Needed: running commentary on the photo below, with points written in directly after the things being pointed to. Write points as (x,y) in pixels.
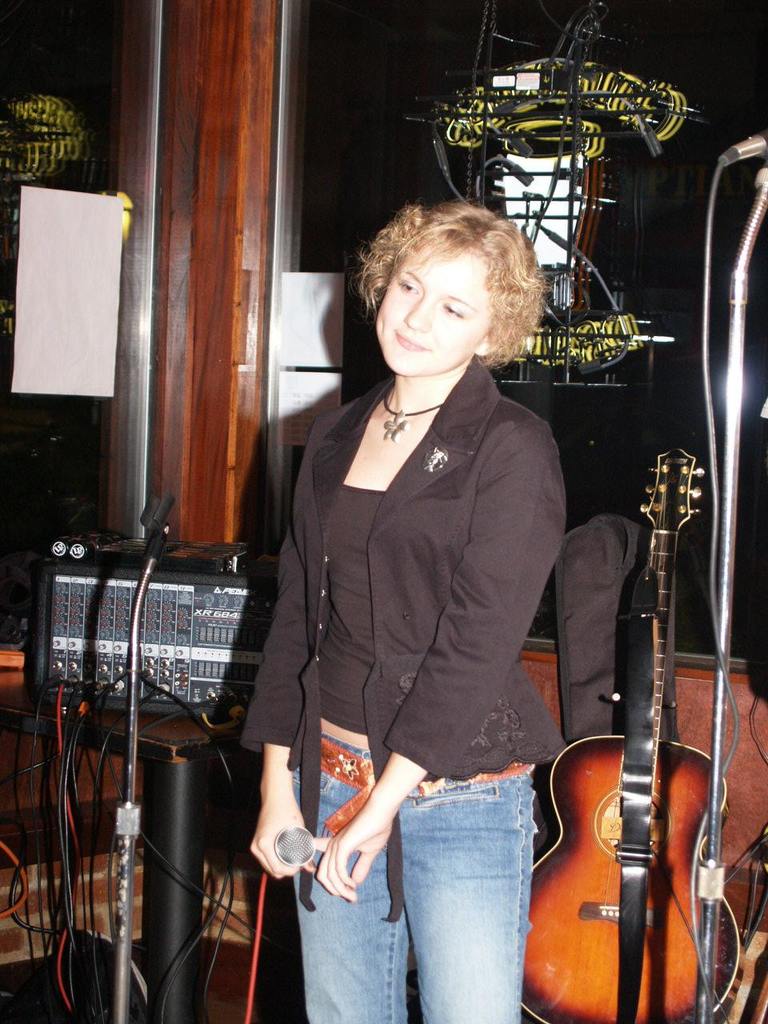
A woman (457,750) is standing holding microphone (284,853) in her hands (280,868), behind her there are musical instruments (671,764).
